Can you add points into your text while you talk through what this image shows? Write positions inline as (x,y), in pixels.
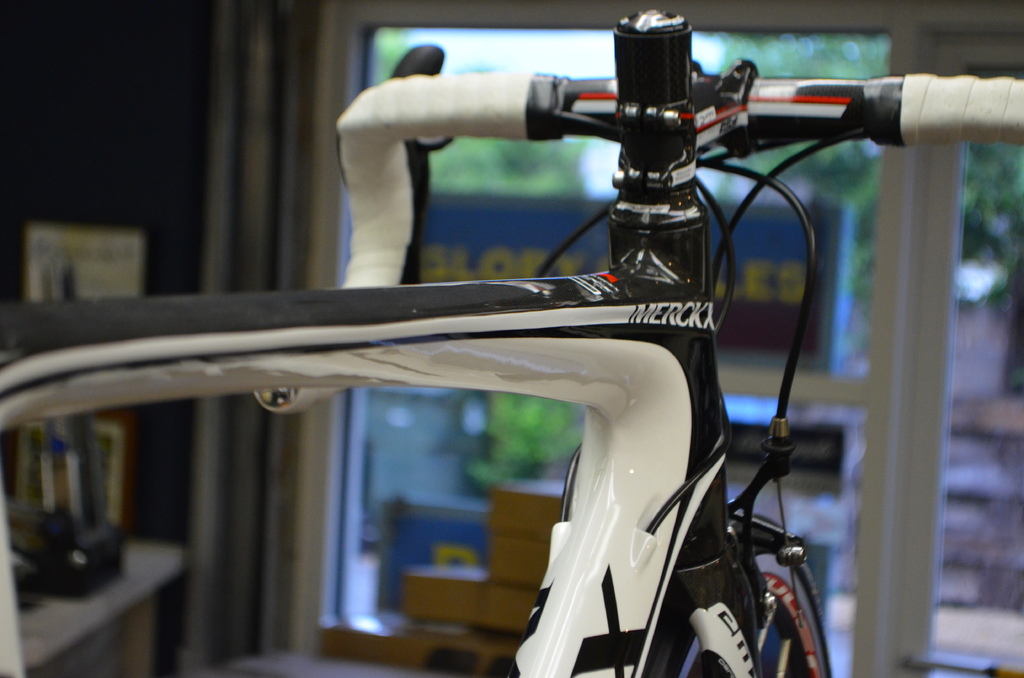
In the image we can see a bicycle (592,406), white, black and red in color. Here we can see glass window (978,349) and the background (954,342) is blurred.
